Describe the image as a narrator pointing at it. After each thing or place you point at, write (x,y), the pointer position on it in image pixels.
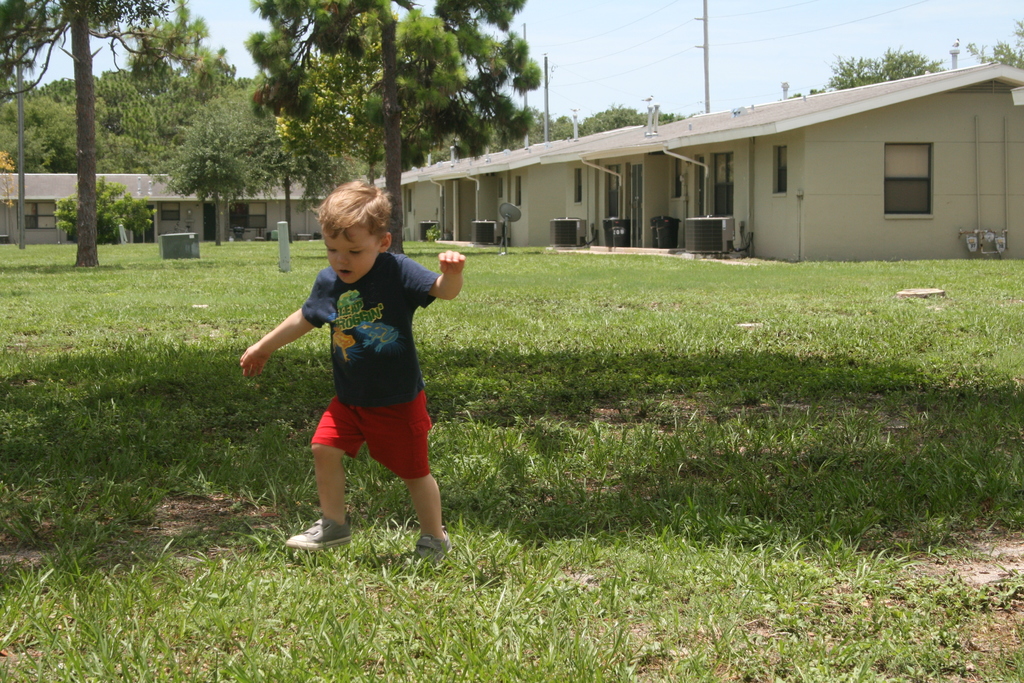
In this image I can see the person (333,364) with navy blue and red color dress (354,368). I can see the person (365,404) on the grass (444,505). In the background (29,234) I can see few objects (507,244) and trees (359,159) in-front of the building (533,220). I can also see poles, few more trees (184,125) and the sky (565,51).
